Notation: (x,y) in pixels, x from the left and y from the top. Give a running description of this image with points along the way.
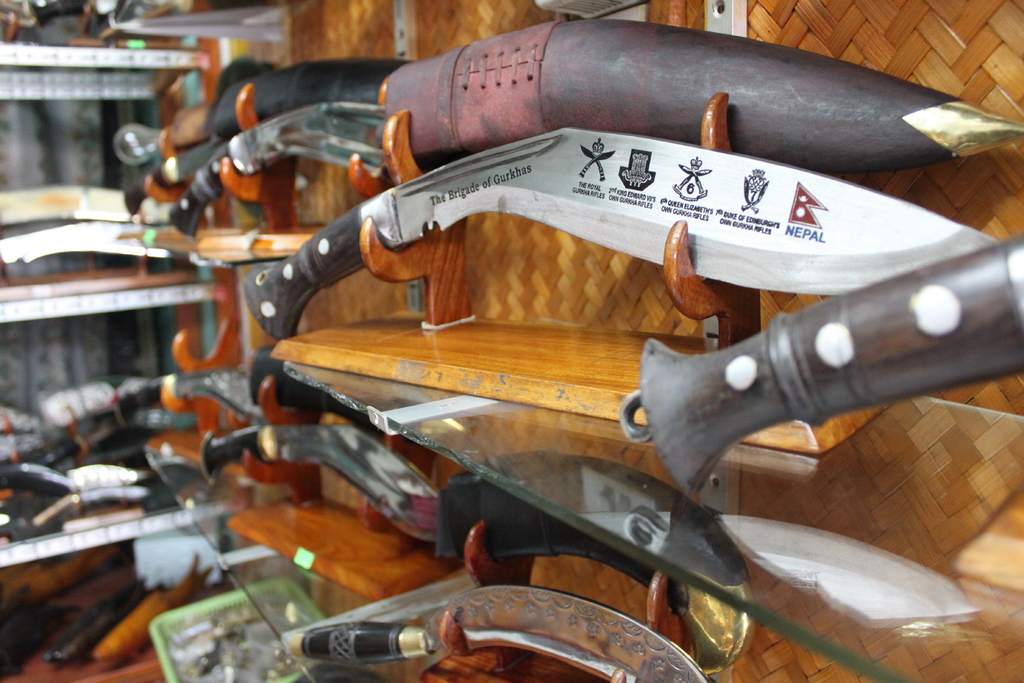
In this image I can see knives (249,409). In the background (280,213) I can see shelf (103,312) which has some objects (93,433) on it.
